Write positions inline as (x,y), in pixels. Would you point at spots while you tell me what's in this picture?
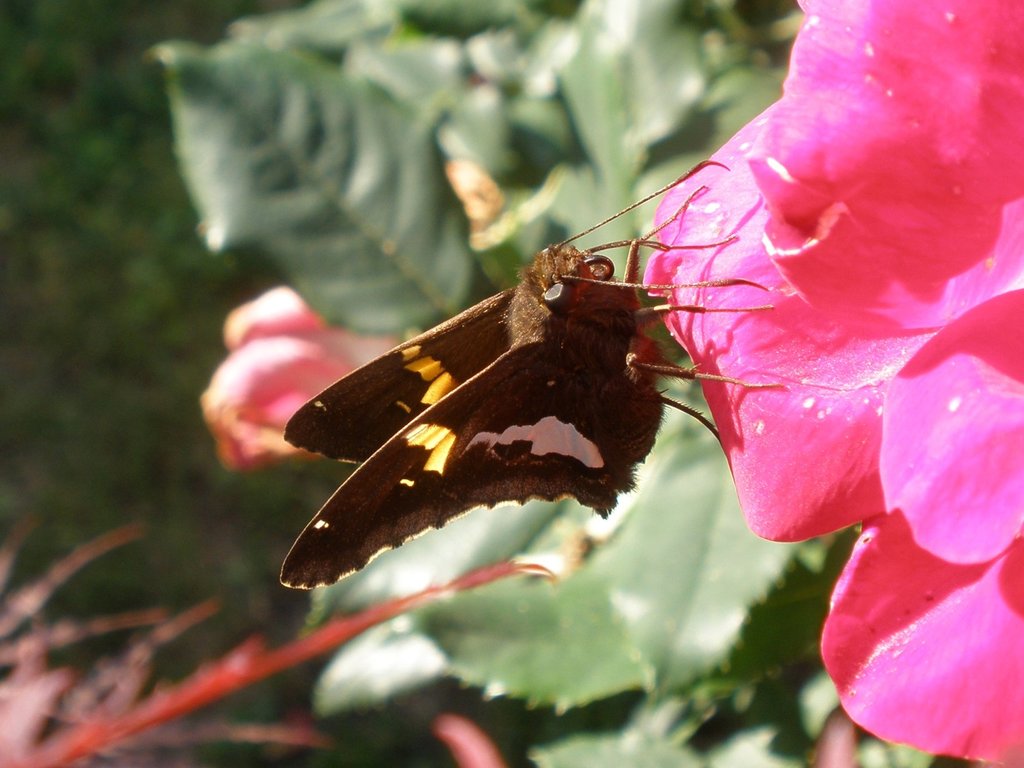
Here I can see a brown color butterfly (491,381) on a pink color flower (821,360) which is at the right side (929,571). In the background (363,137) green color leaves (342,285) are visible. At the left bottom of the image (38,712) there is a plant (77,679). The background (94,137) is blurred.
